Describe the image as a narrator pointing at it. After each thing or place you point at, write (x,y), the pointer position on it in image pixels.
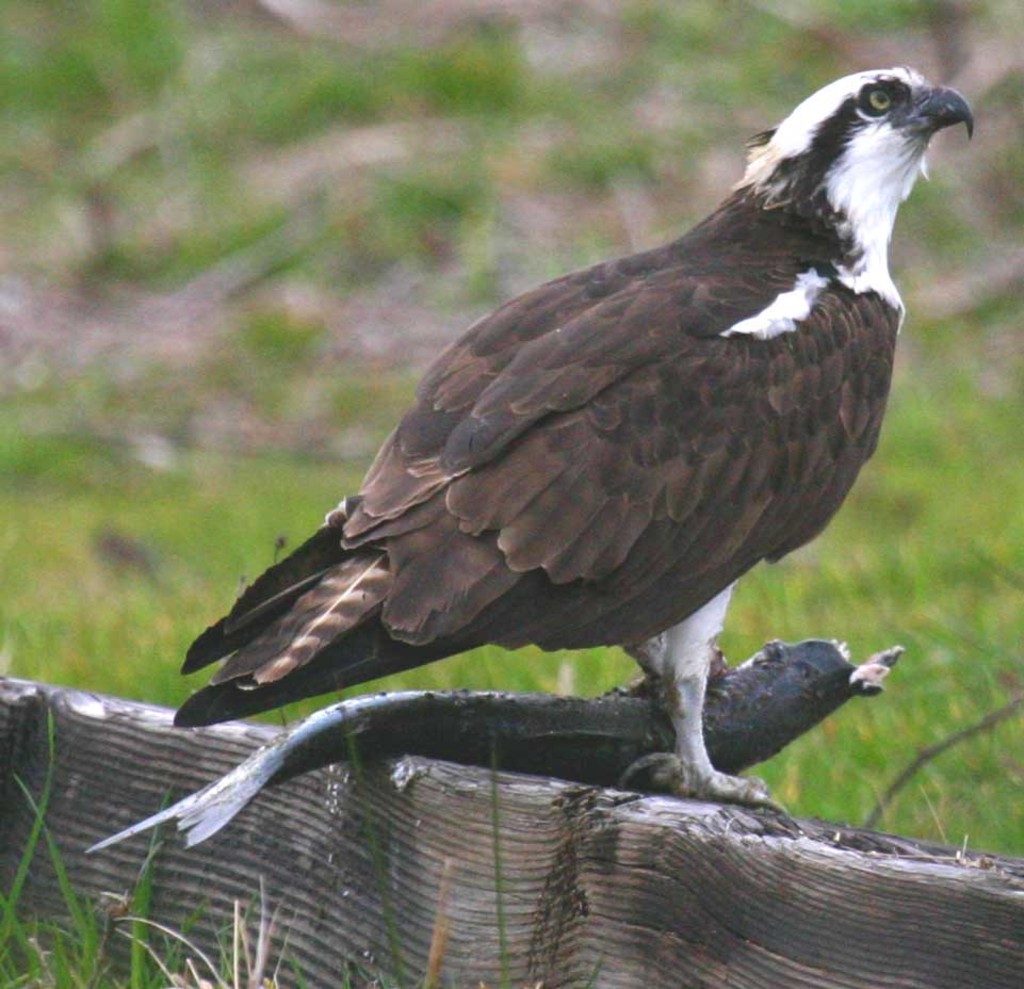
In this picture, we can see a bird (828,388) holding fish (508,757) and the bird (692,778) is also standing on the log (713,877). In the background (420,116), we can also see green color.
